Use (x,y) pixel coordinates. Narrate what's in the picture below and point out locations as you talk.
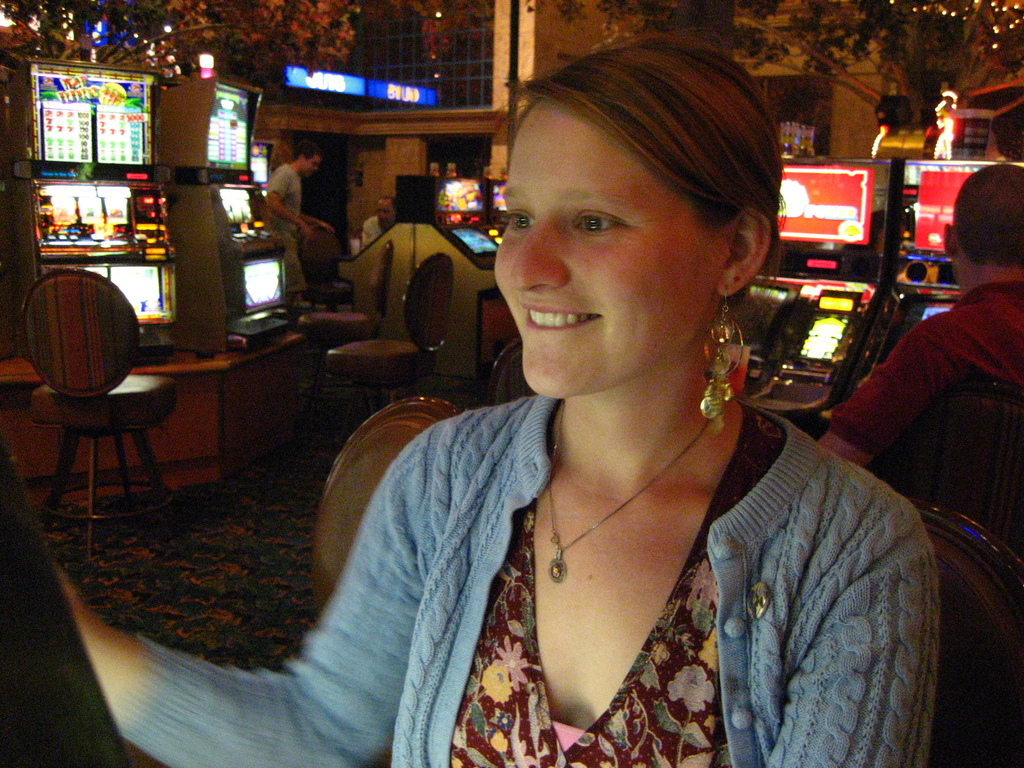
In this image, we can see persons (608,355) wearing clothes (291,191). There are chairs (401,362) and monitors (237,159) in the middle of the image (433,286).
